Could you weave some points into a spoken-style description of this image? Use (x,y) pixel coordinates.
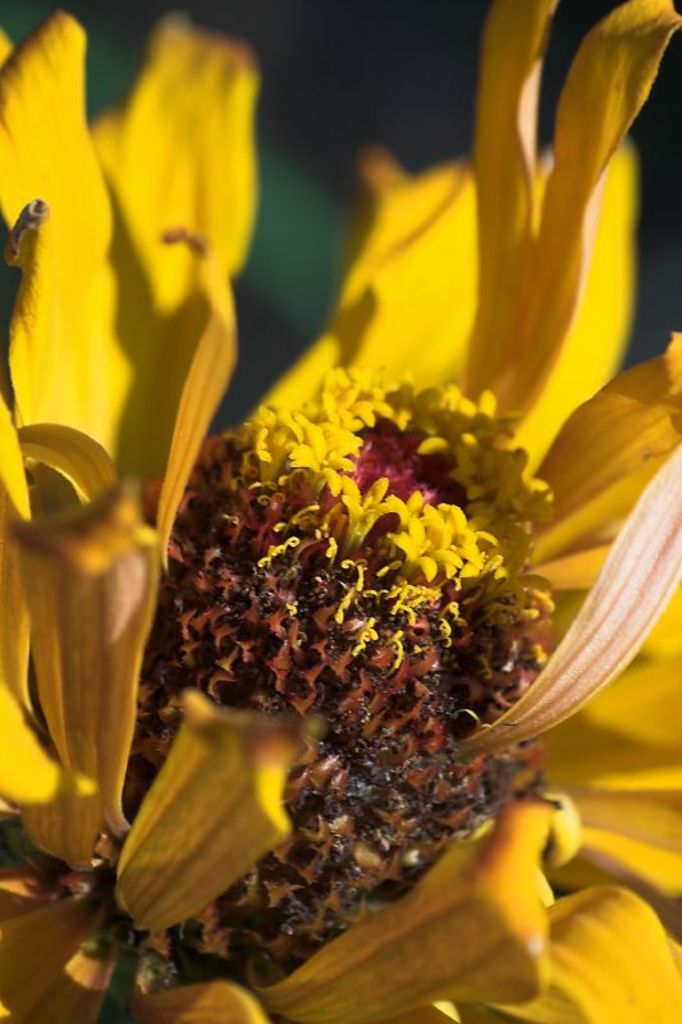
It is a zoom in picture of a yellow color flower (428,615).
